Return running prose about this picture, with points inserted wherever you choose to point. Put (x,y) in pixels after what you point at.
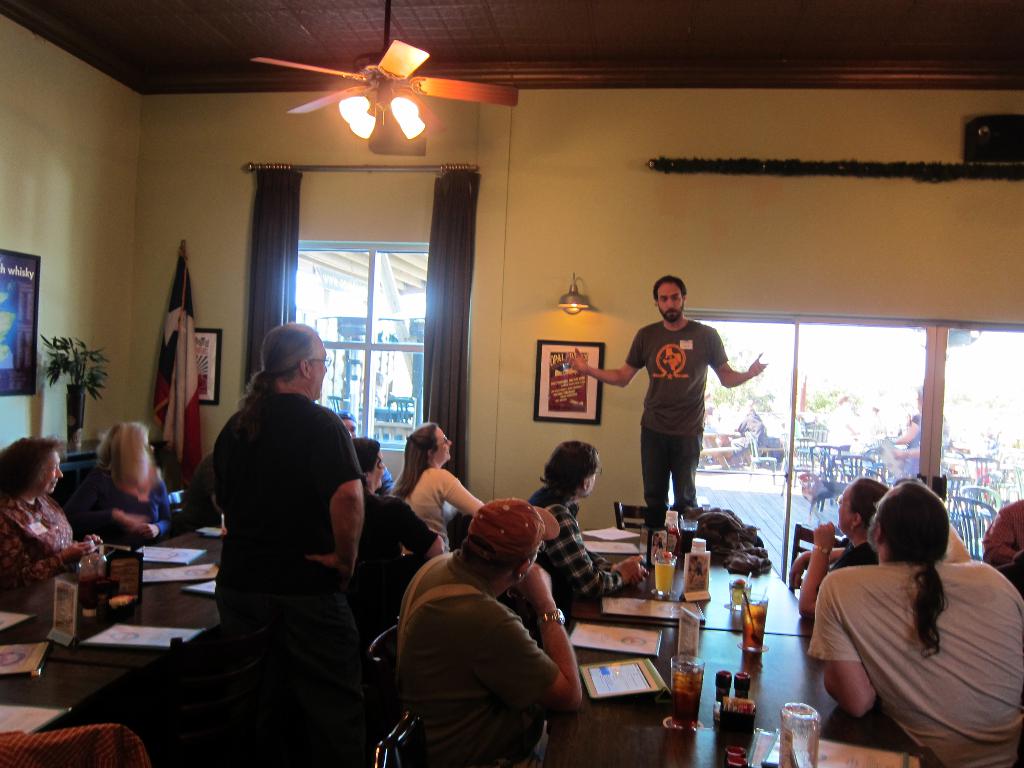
I can see in this image a group of people (509,548) among them few are sitting on a chair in front of a table (681,549) and few are standing. On the table (722,640) we have few glasses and other objects (692,626) on it. In the background (411,265) I can see curtain (456,287), a window (391,306) and a chandelier (374,103) with fan (399,58) and other objects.
